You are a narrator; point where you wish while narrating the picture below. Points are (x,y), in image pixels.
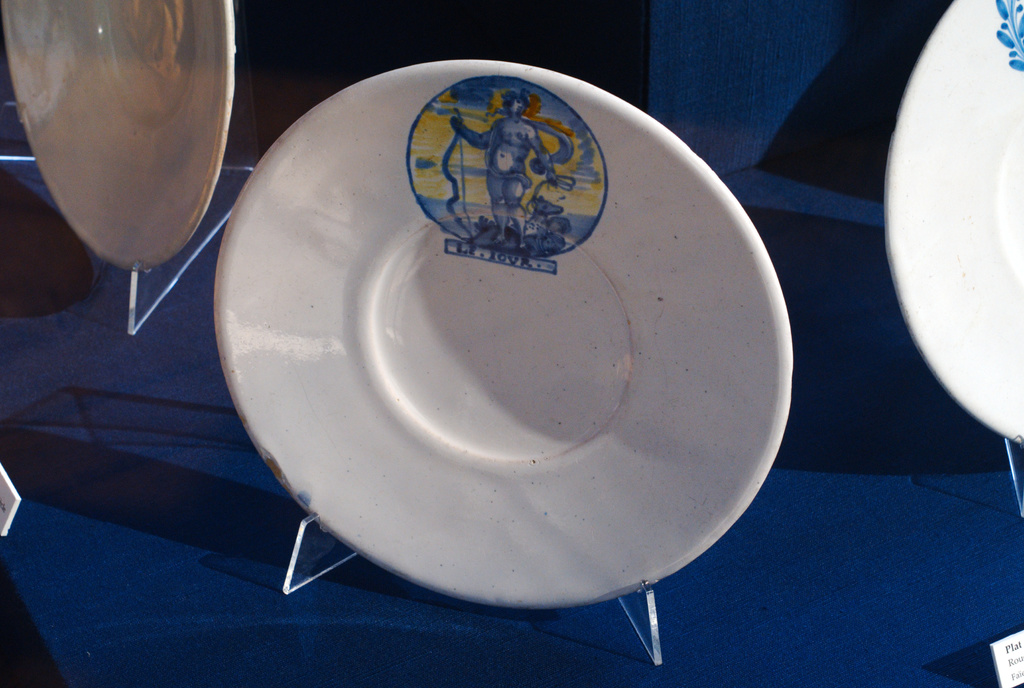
This image consists of saucers (358,286) on which there is a print (533,208). At the bottom (137,551), there is a table (172,551) in blue color. In the background (563,52), it looks like a wall (361,28).
